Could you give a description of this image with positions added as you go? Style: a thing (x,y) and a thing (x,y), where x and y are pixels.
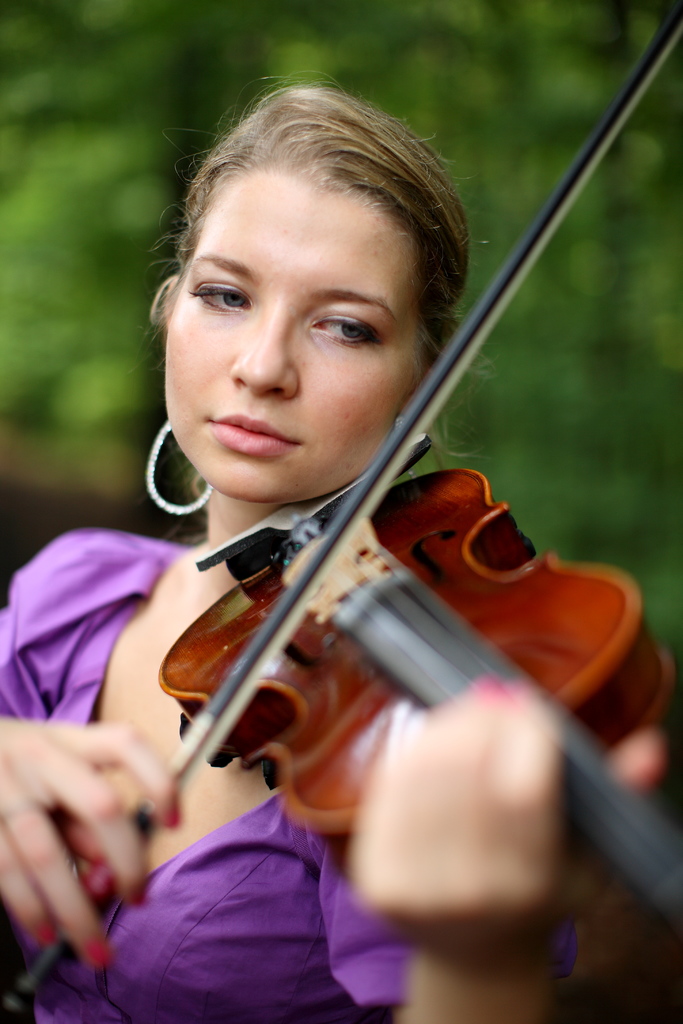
In this image we can see a person (318,931) playing a musical instrument (312,555). There is a blur background (554,143) in the image.
